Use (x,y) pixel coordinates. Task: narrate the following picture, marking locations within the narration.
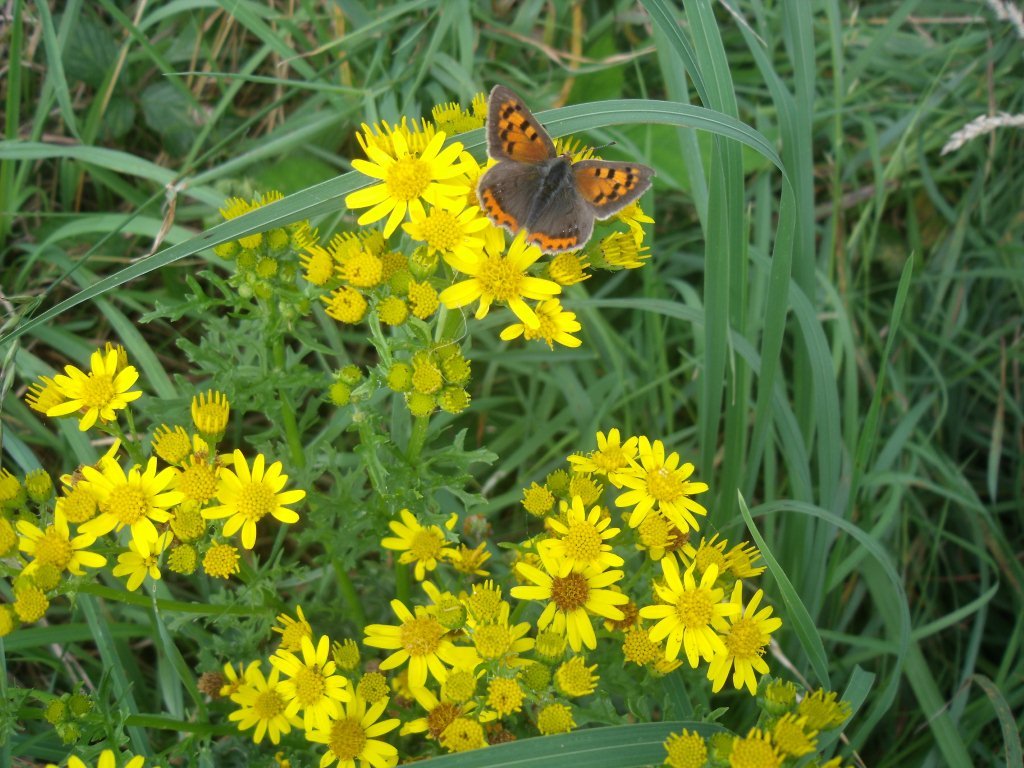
In this picture we can see an insect (520,141), flowers (110,498) and grass (853,112).
